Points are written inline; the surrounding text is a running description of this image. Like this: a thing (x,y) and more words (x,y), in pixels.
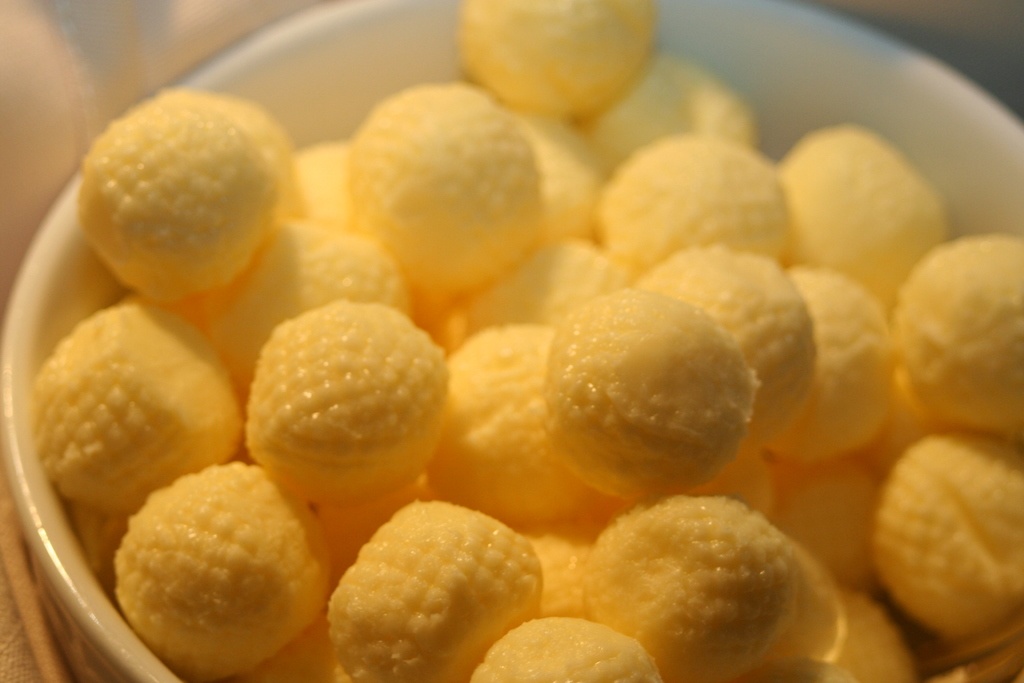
In this image I can see the bowl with the food (326,492). The bowl (51,353) is in white color and the food (415,389) is in yellow color.
